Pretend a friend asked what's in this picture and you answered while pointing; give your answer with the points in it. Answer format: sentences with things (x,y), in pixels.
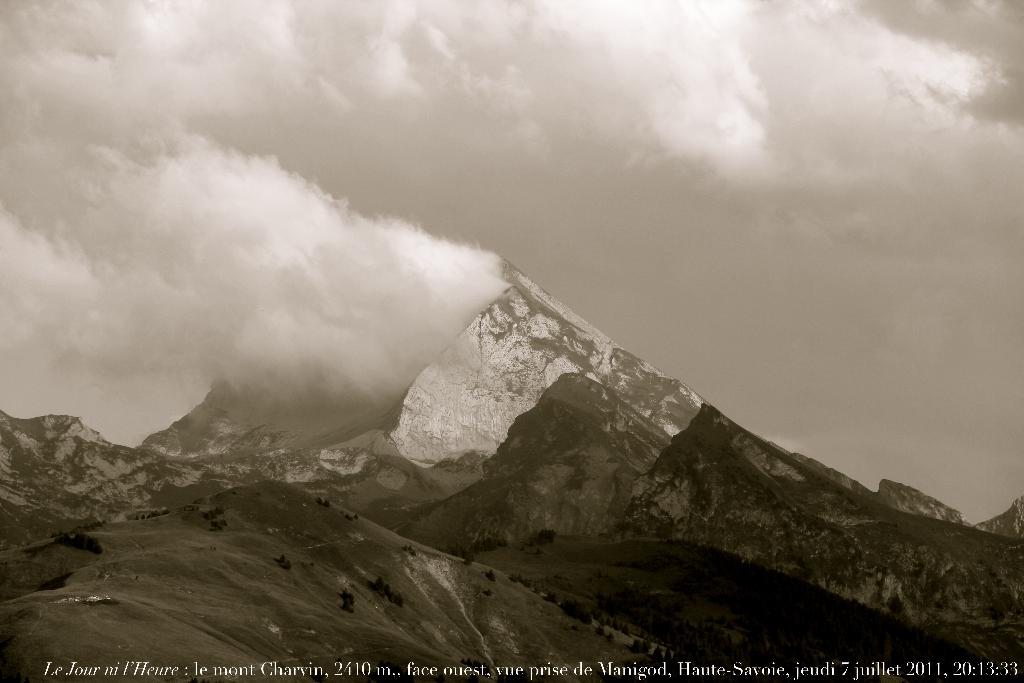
In this image we can see some hills (574,429), fog (423,358), sky (936,426) and we can also see some text (88,672) written at the bottom (76,669).
